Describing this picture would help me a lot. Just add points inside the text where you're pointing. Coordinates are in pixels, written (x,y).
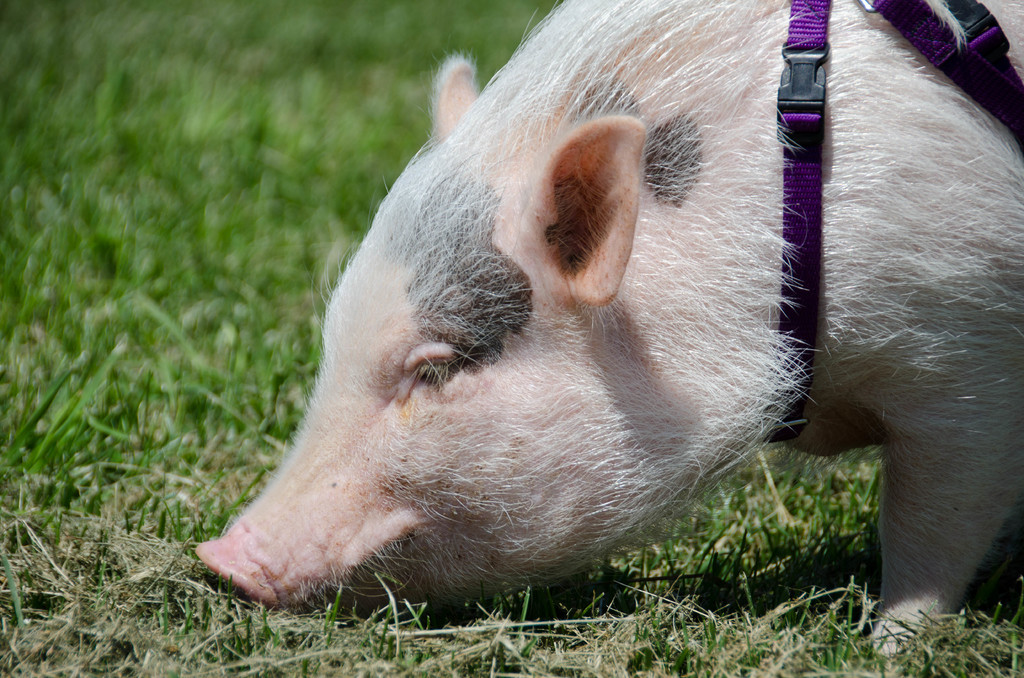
In this image we can see a pig (625,381) on the grassy land (647,610). We can see a purple color belt (812,76) on the pig (931,68).
